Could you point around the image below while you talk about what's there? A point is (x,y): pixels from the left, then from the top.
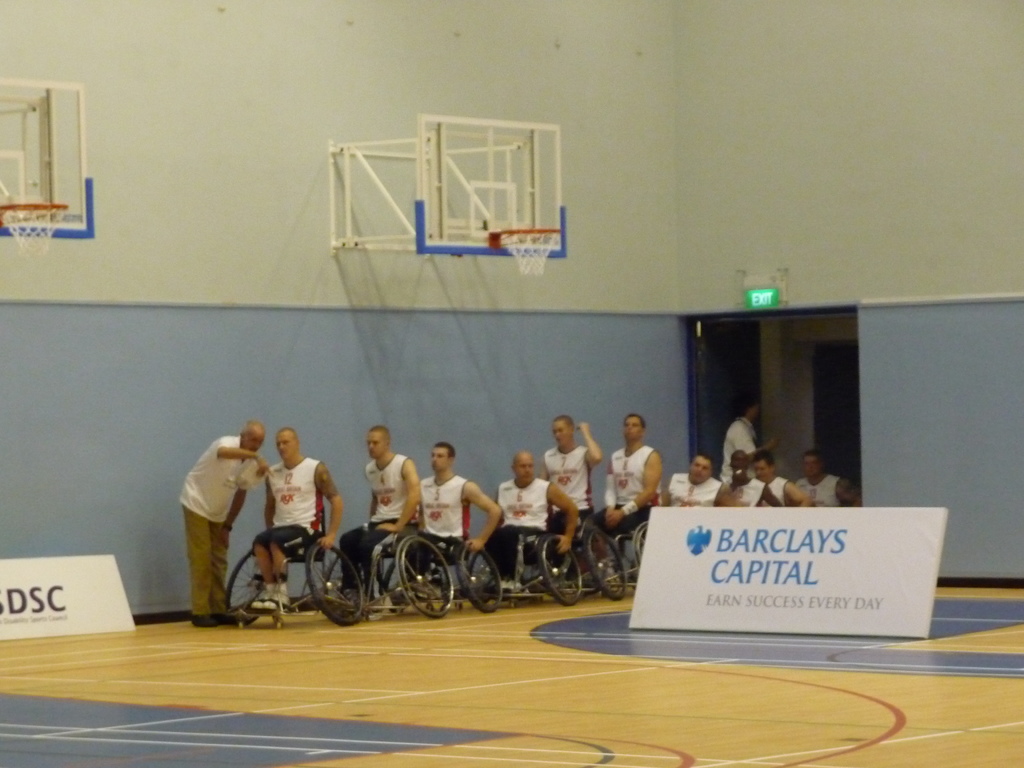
In this image I can see group of people (205,475). In front (213,492) the person (219,505) is wearing white and brown color dress (216,537) and the person (270,551) at right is wearing white and black color dress (285,514) and I can also see few wheelchairs (600,553). In front (741,577) I can see the board (807,603) in white color, background (24,194) I can see the basketball goal post (84,186).
